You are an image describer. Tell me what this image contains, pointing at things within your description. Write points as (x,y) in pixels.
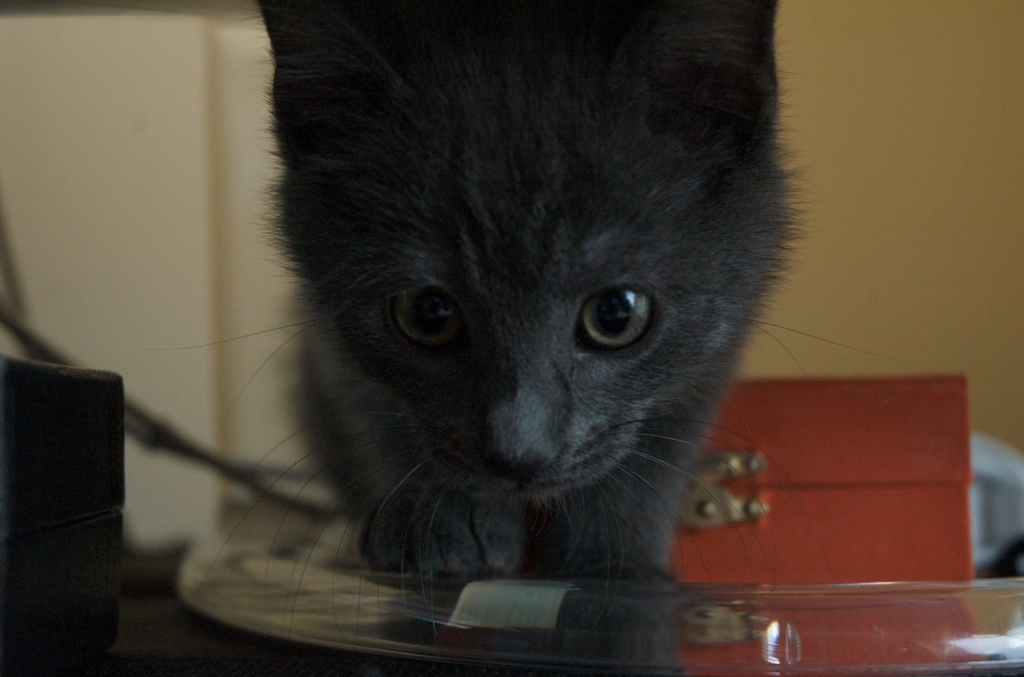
In this image I can see a black colour cat (611,378). In the background (887,511) I can see a brown colour thing (812,499) and I can see this image is little bit blurry from background (210,138).
